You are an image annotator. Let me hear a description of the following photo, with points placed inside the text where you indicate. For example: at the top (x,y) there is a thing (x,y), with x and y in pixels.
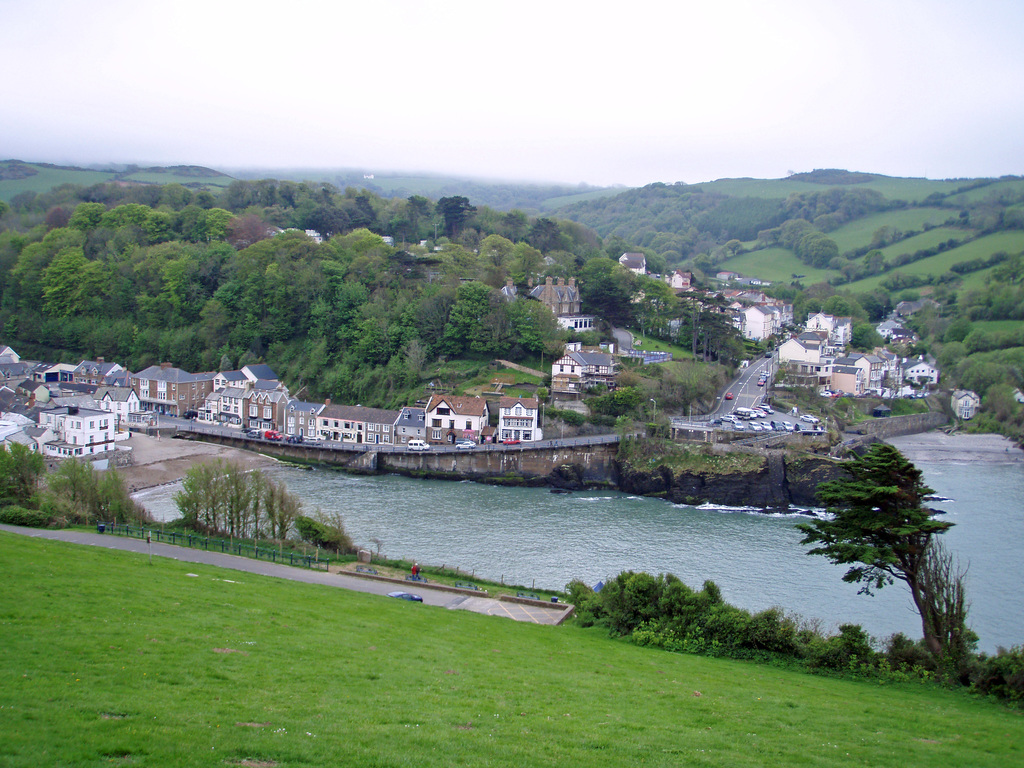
In the image we can see there is a ground (321,667) which is a covered with grass (407,602) and in between there is a river (531,513). Behind there are buildings (104,377) and there are lot of trees (473,350).
